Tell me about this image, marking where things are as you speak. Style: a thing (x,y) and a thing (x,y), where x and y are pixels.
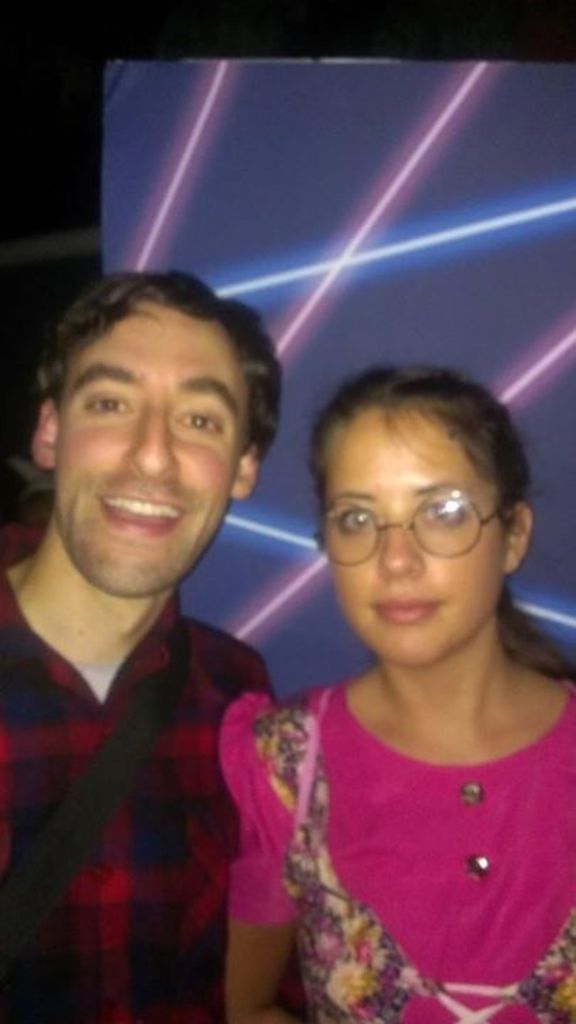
In this image there is a man (116,868) and a woman (425,817), in the background (179,172) there are lights (436,235).
